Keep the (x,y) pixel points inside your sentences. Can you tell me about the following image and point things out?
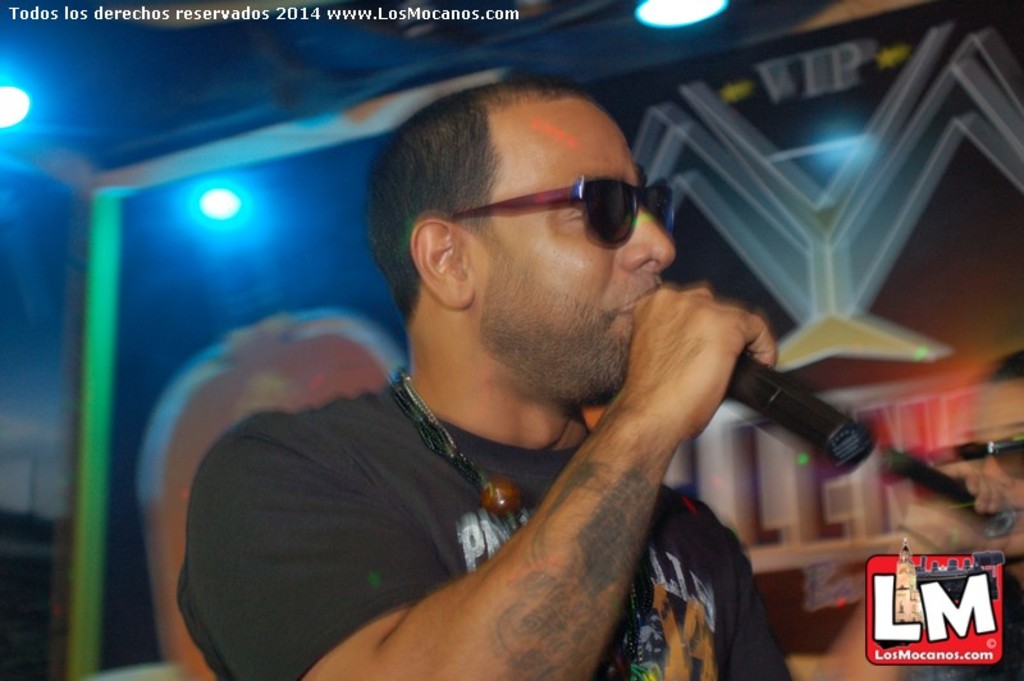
In front of the image there are two people (448,516) holding the mikes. Behind them there is a painting (842,68) on the wall (366,390). On top of the image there are lights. There is some text (296,13) at the top of the image (503,13). There is a watermark (955,654) at the bottom of the image (885,582).
